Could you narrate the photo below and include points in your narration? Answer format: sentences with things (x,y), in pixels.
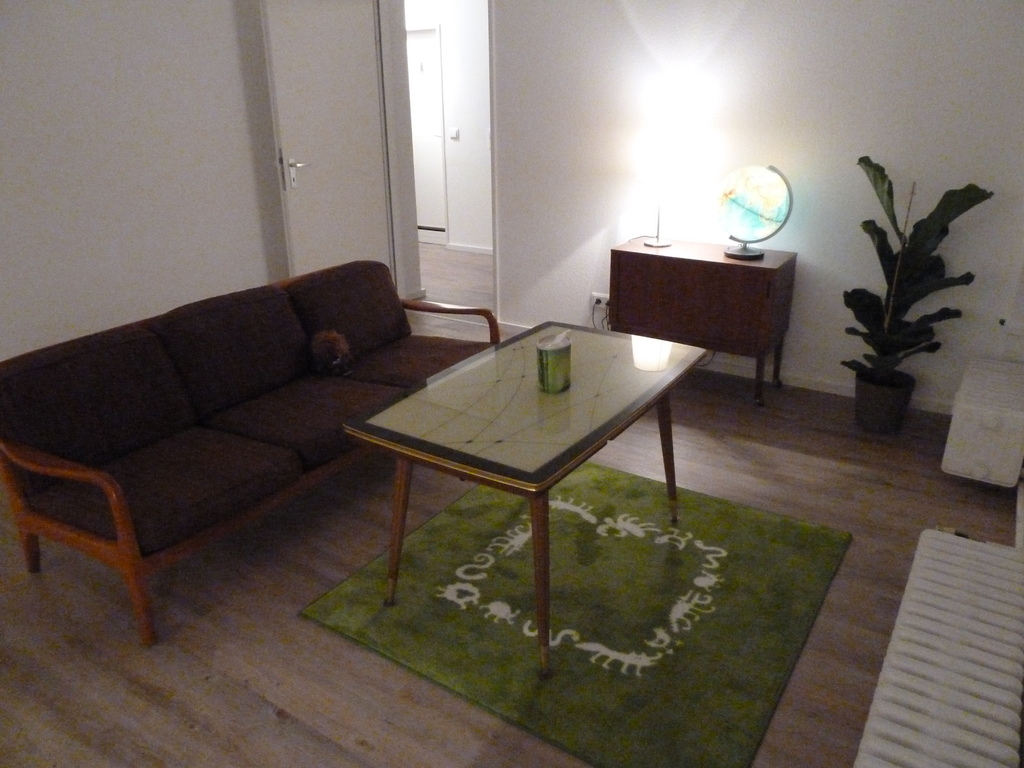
The picture is clicked inside a house where a brown sofa (267,412), green carpet (508,669), white table (536,480) are there, in the right side of the image (899,360) we observe a flower pot (894,395) and a small table (782,321) on top of which a light globe (753,224) is placed. There is even a white radiator (951,647) to the right side of the image (938,650).
